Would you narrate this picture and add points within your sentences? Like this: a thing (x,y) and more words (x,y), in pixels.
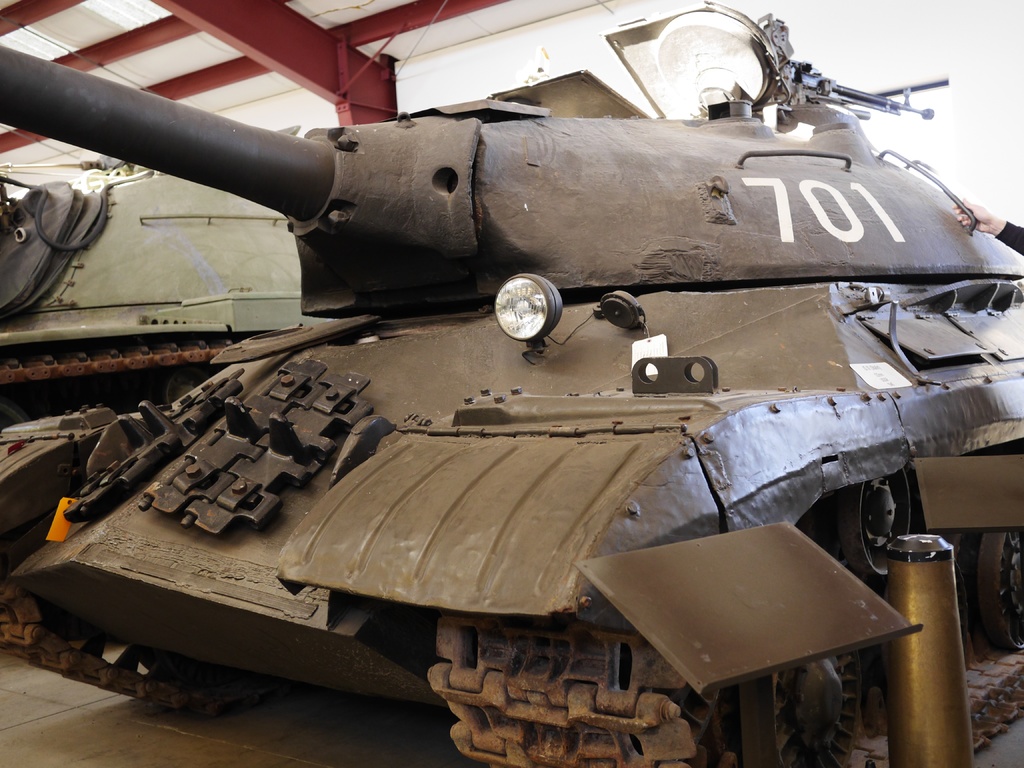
In the middle of this image (377,504), there are two vehicles (855,390) on the floor (148,721). On the right side (935,755), there is a small pole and a person (999,231) holding handle (952,200) of this vehicle (625,144), on which there are three numbers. In the background (544,36), there is a white wall (501,63) and there is a roof (240,1).
